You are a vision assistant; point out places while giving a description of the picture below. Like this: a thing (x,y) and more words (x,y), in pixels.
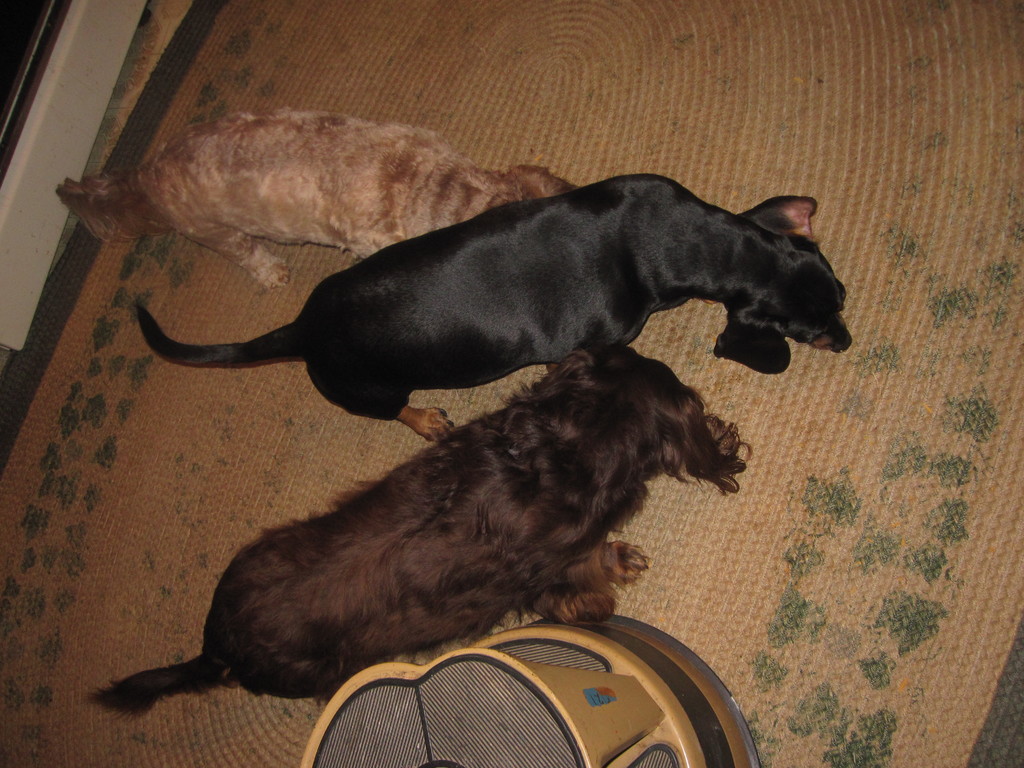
In the picture we can see a floor mat (99,616) on it, we can see three dogs (267,637), one dog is cream and brownish in color and one dog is black in color and one dog (305,635) is dark brown in color with full of fur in it and beside we can see some box (598,720) which is some gold color to it.
